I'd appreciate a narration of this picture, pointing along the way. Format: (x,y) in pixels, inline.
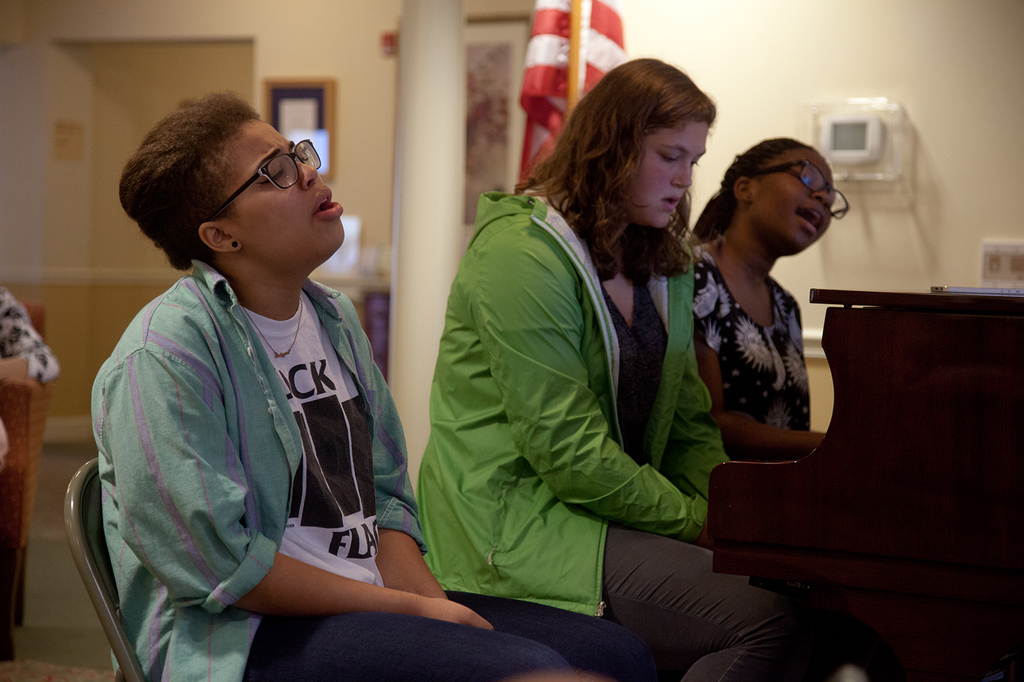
In this image there are three people (554,352) who are sitting on the chair (105,547) and in front of the piano (891,404). At the back side (582,64) there is a flag (545,41), pillar (432,131), frame (312,83) and the door (130,91). In the middle (581,369) there is a woman (570,289) who is wearing the jacket (574,468).
